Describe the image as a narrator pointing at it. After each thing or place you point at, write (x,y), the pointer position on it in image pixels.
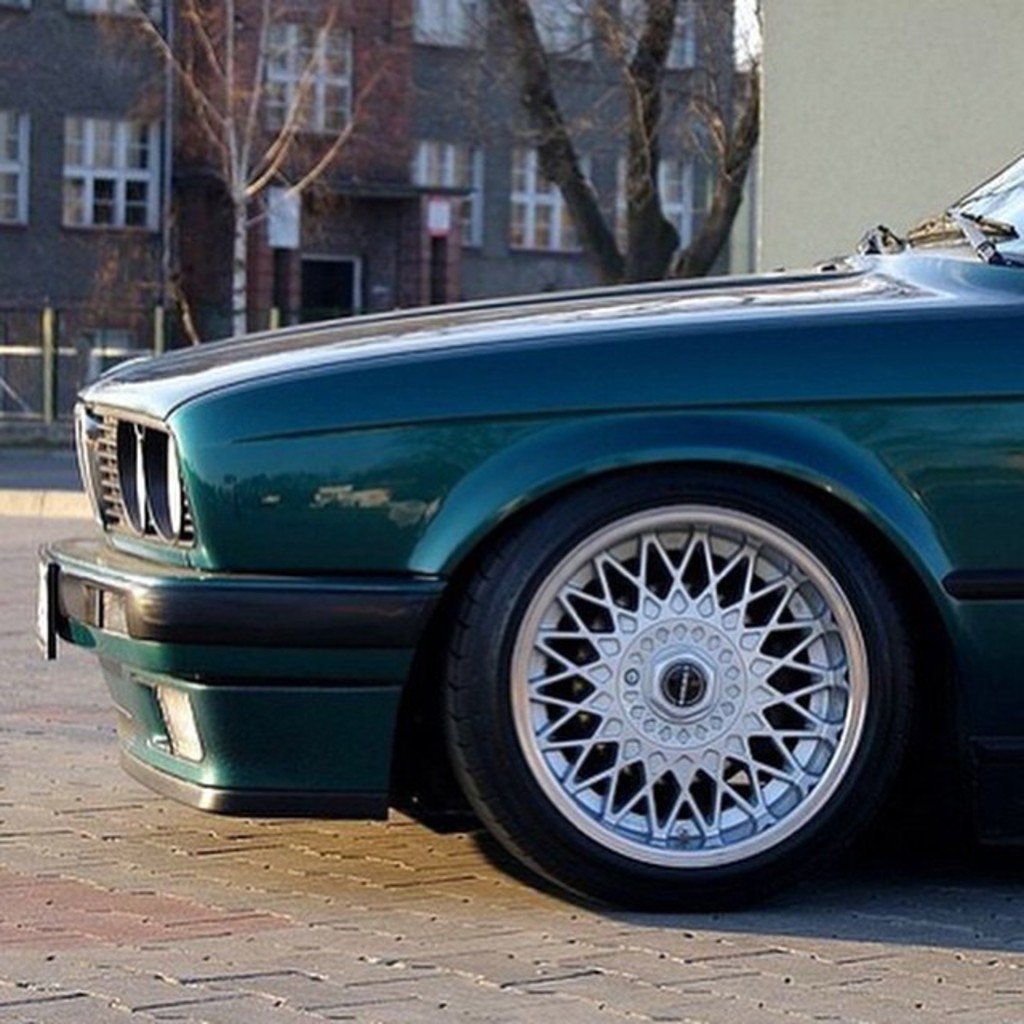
In the center of the image (438,478) we can see car (240,478) on the road (145,1003). In the background (477,275) we can see trees (712,229) and building (338,196).
